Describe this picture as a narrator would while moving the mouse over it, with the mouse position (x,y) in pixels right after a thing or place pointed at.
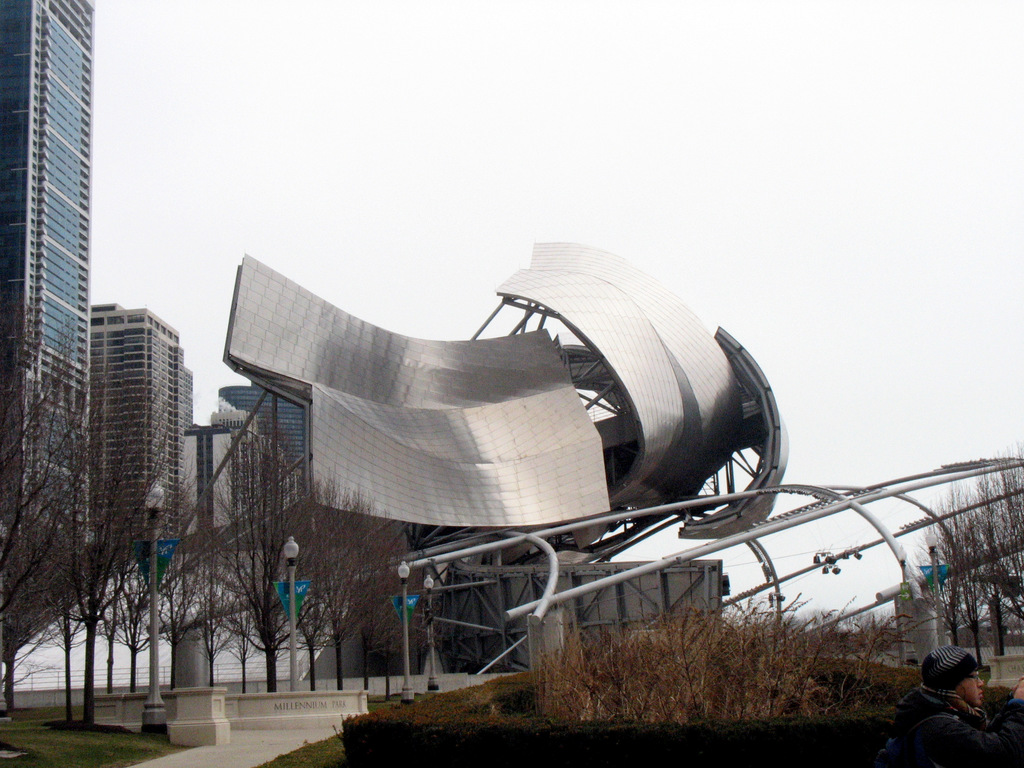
In this image we can see few buildings (250,399), trees (96,526), light poles (289,570), metal rods (889,537), a person (958,702) and the sky (533,169) in the background (541,167).
